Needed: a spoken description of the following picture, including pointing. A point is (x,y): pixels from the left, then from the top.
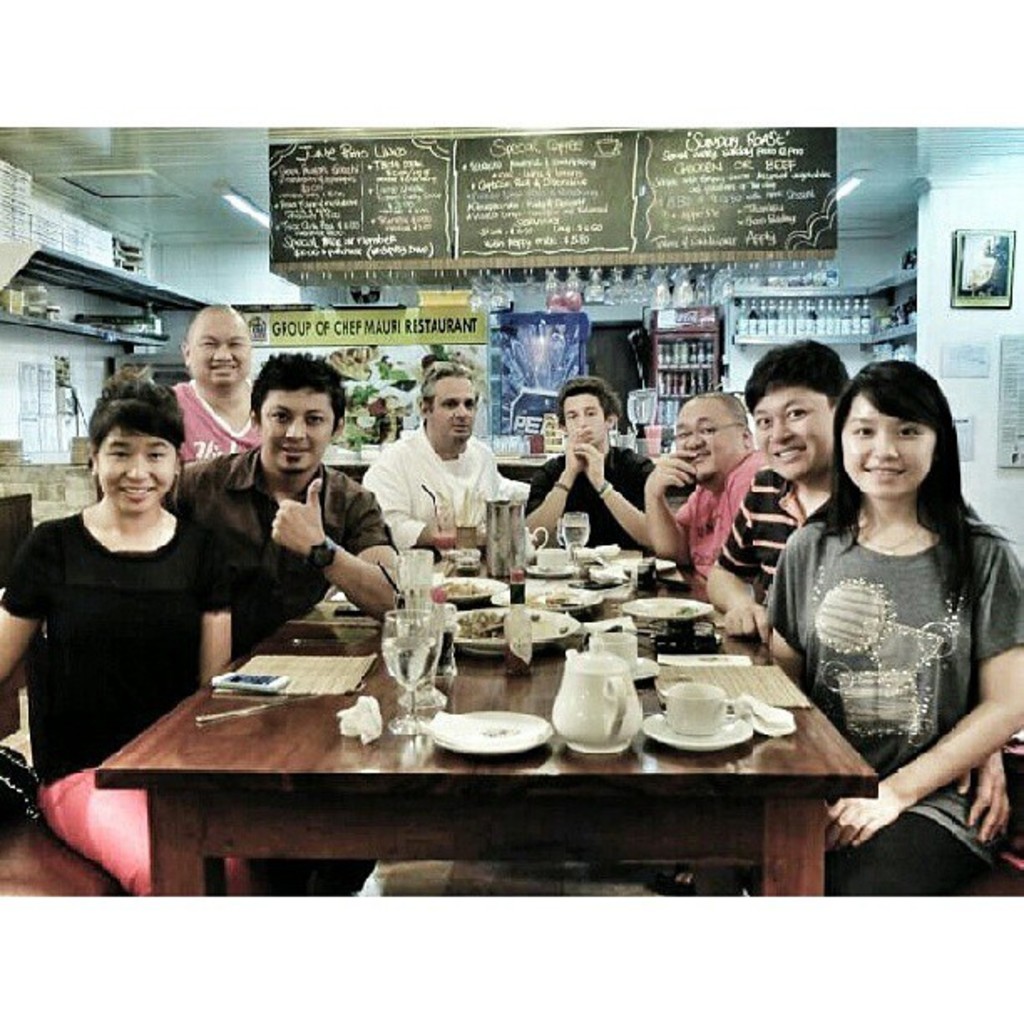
In this picture, In the middle (533,674) there is a table (268,811) which is in brown color, There are some glasses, There are some plates (703,735), There are some people (158,665) sitting on the chairs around the table (834,745), In the background (306,240) in the top (436,242) there is a black color poster (615,207), There are some bottles (781,322) kept in the shelves (819,338).
